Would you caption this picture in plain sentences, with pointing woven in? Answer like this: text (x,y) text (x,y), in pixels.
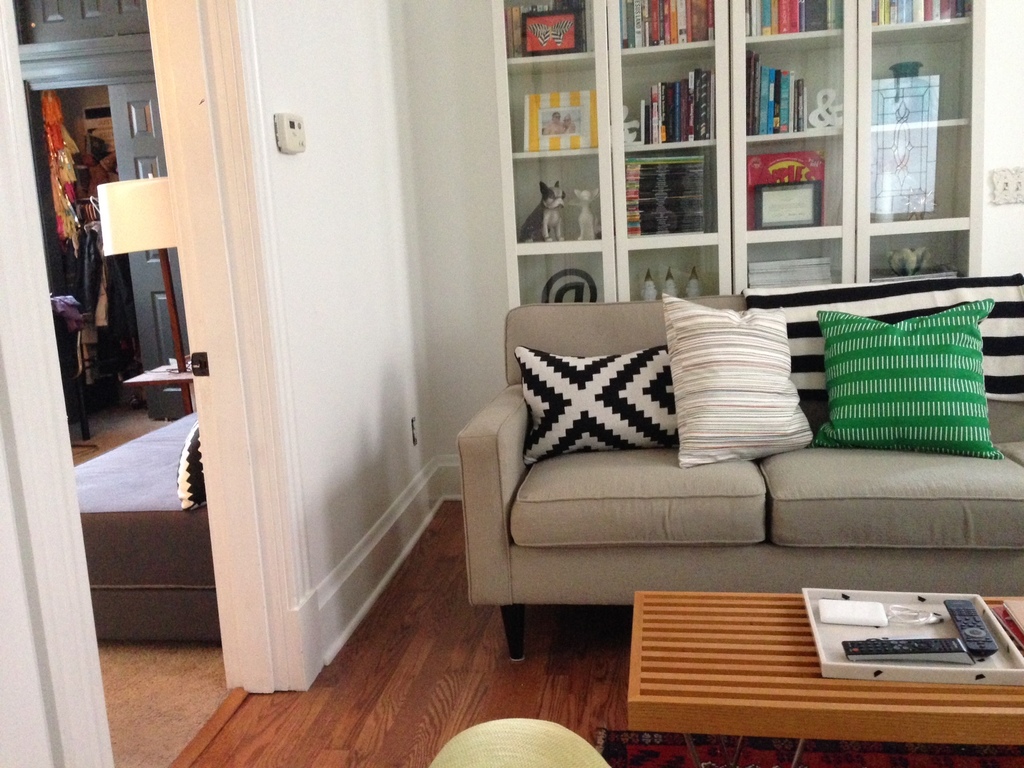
In this image I can see a sofa (501,416) and few cushions (681,312) on it. In the background (630,203) I can see number of books (884,12), frames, toys (557,183). Here on this table (913,646) I can see two remotes (913,646) and few more stuffs (870,622).
